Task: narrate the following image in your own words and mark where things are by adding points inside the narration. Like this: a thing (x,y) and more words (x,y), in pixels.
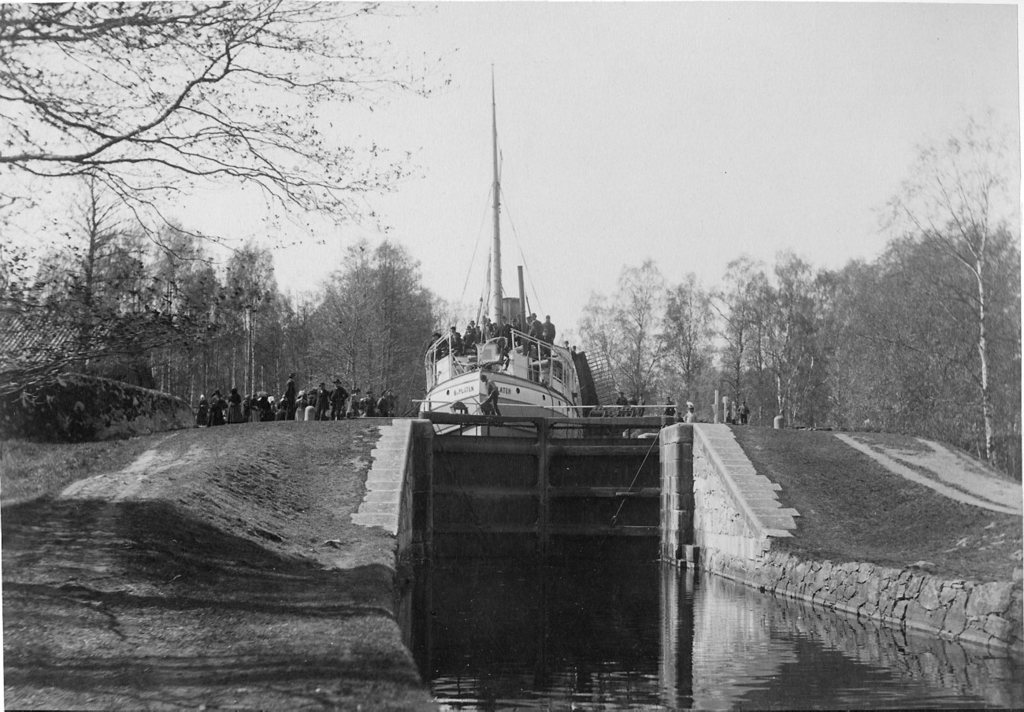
This is a black and white picture. I can see group of people (531,318) standing on the ship (515,349). I can see a gate (603,406) in the water (935,693), and in the background (585,328) there are trees (223,292) and the sky (721,112).
